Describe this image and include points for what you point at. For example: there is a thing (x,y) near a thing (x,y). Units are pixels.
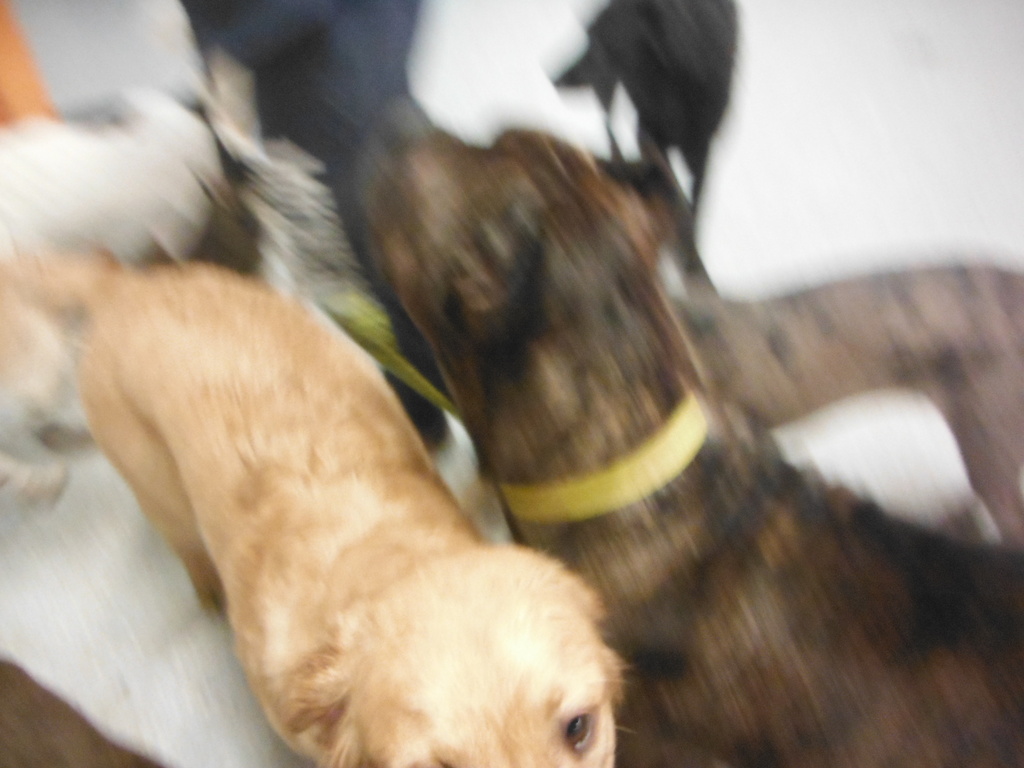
In this picture we can see dogs (557,382) and there is a blur background (1008,180).
